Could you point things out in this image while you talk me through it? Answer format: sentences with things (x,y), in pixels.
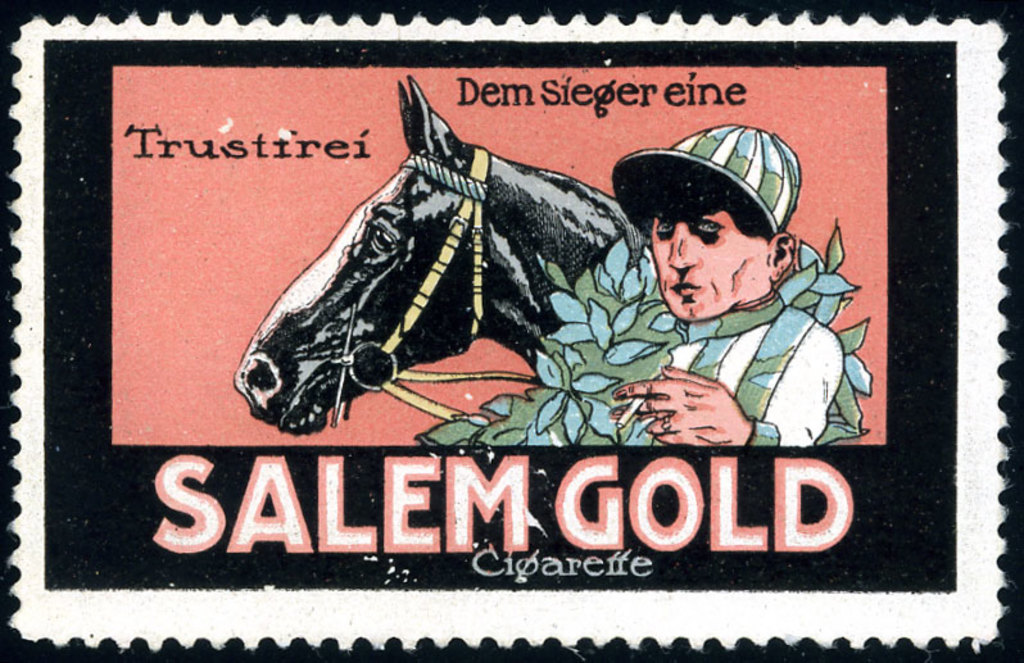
In the image there is a stamp (497,75) with images of a horse (425,244) and man (716,251) with some text (519,516) below it.
